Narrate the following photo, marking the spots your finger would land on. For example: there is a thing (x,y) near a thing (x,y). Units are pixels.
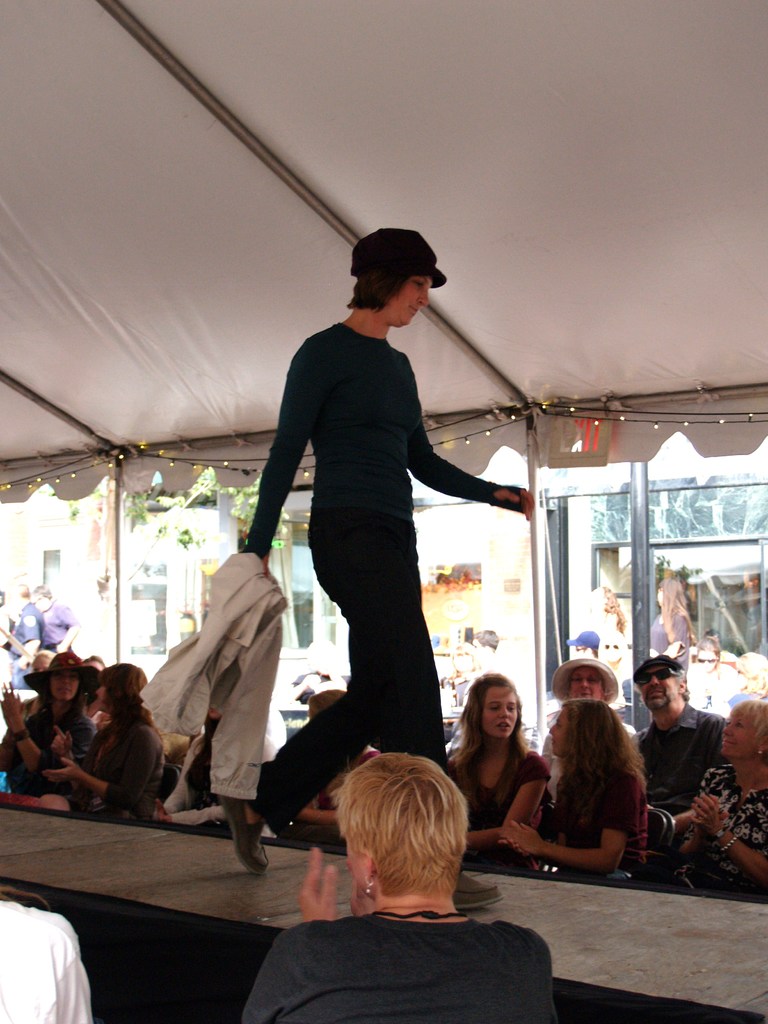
At the bottom of the image (57,997) few people (43,747) are sitting and watching. In the middle of the image (450,469) a person (253,810) is walking. At the top of the image (628,329) there is tent (67,105). Behind the person (279,466) few people (749,681) are standing and there are some buildings (505,511).
